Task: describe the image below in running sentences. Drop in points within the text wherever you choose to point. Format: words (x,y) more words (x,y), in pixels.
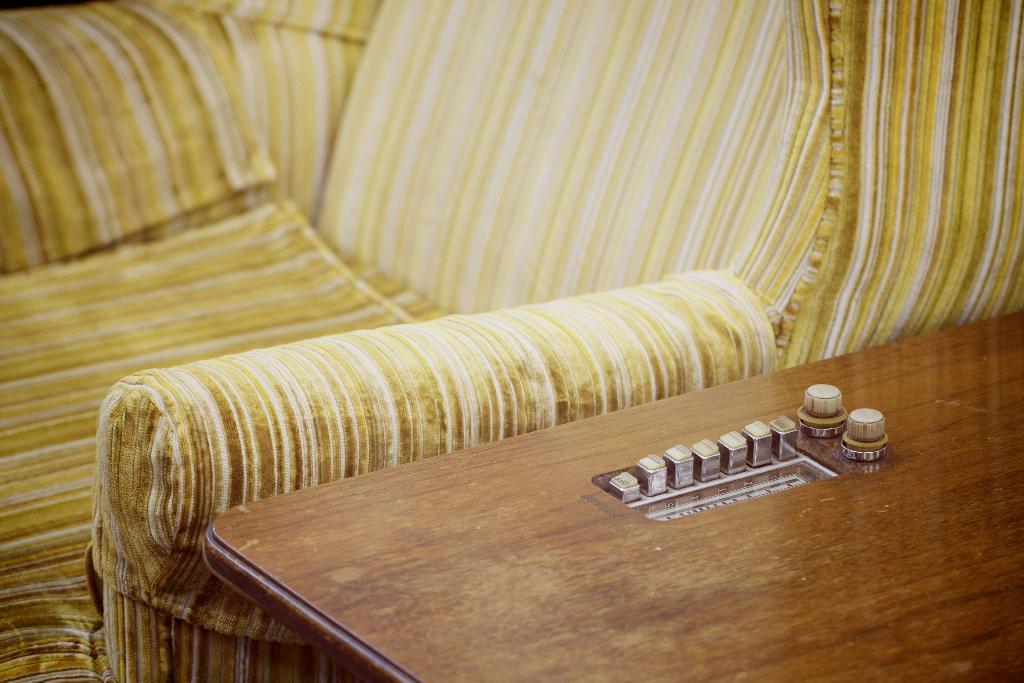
In this picture we can see buttons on a wooden table (432,553) beside which we have a sofa (451,226).
